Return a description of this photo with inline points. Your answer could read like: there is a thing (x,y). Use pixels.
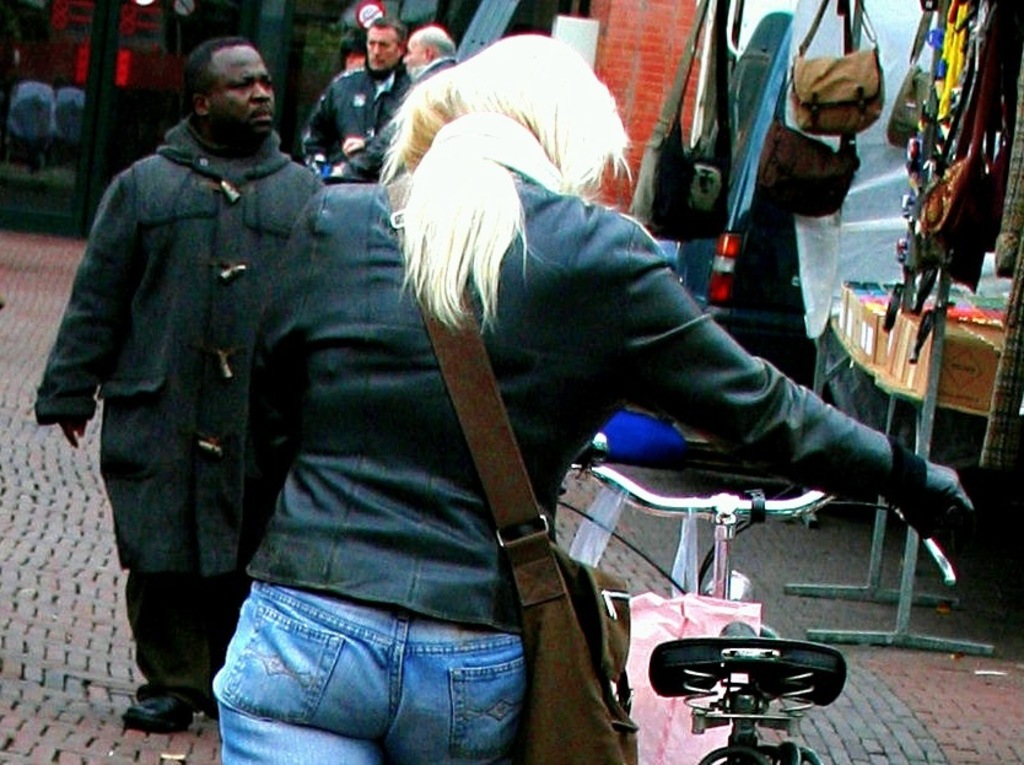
This picture shows a woman (568,352) holding a bicycle (735,592) and she wore a bag (532,612) and walking and we see a man (234,363) walking and we see stores (920,371) on the side and we see couple of men (434,64) standing and we see bags (772,166) and few ornaments (939,132) for the sale.
